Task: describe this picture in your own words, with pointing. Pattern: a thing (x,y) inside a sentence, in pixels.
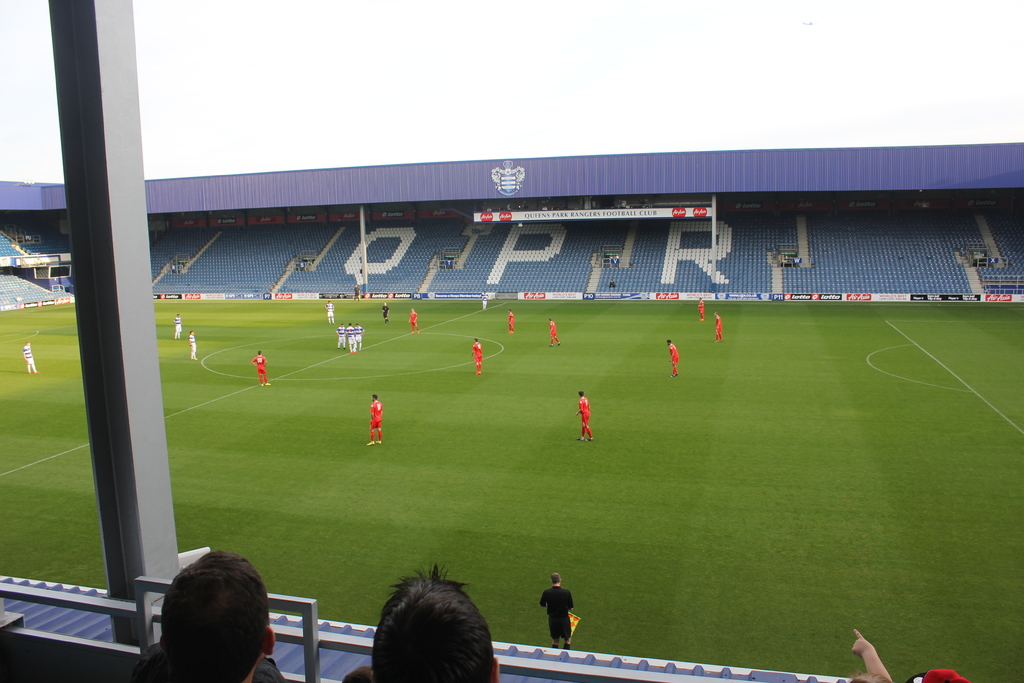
In this picture there is a view of the football ground (480,485). In the front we can see some players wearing red and white color t-shirt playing in the ground (289,365). Behind there is a blue color stadium chairs (580,266). In the front (493,680) there are two person (198,644) sitting and watching the game.
